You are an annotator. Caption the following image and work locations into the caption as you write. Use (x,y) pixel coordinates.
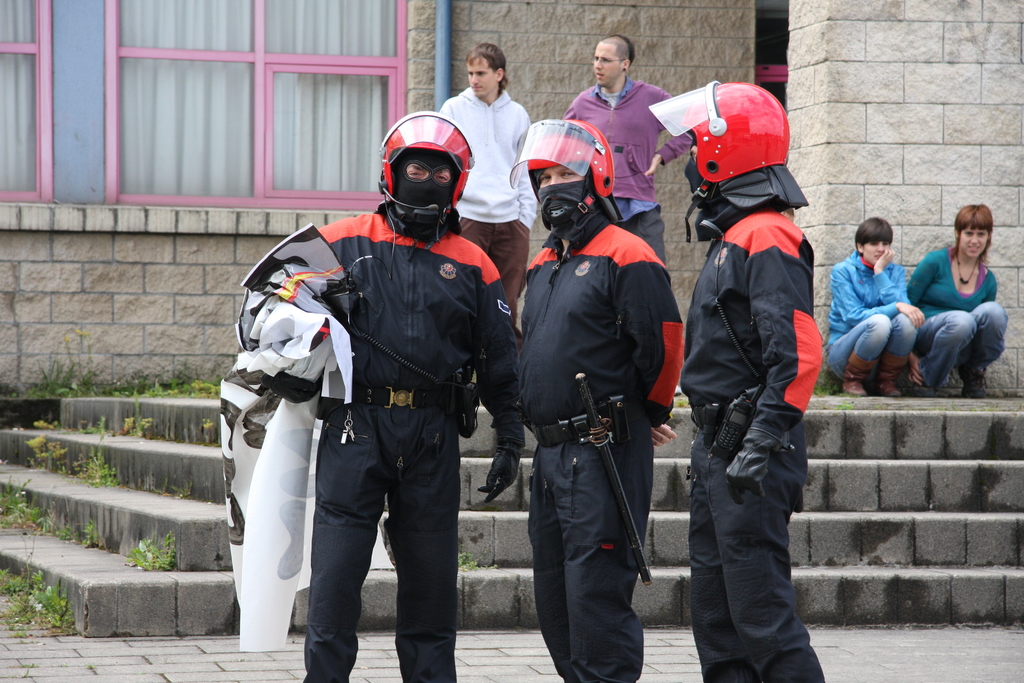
In the image we can see there are three people (499,482) standing and they are wearing the same costume (570,353), helmet (456,179) and gloves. Behind them there are other people (968,315) standing and some of them are sitting. Here we can see stairs (125,522), grass (149,559) and the stone wall (930,118). It looks like the building (457,34) and the window (153,125) of the building (187,139).
